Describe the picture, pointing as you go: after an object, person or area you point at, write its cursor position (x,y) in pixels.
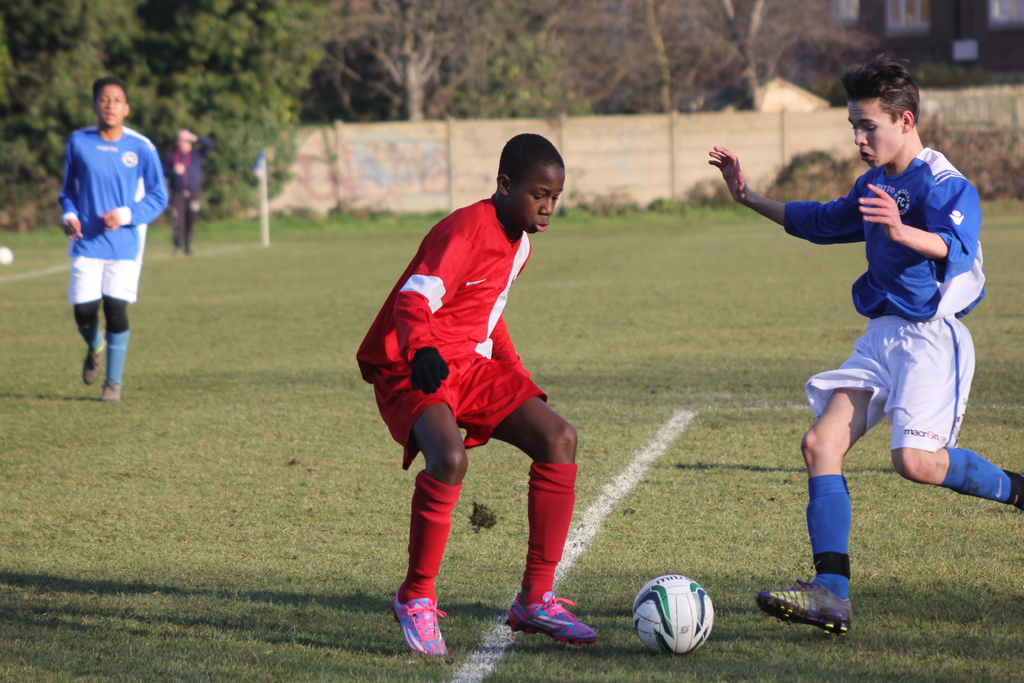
Here a boy (540,468) is playing the football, he wore a red color dress (504,320). In the right side (949,378) a boy (842,524) is running, he wore a blue color t-shirt (966,211) and in the long back side there is a wall (607,153), in the left side (264,92) there are trees (203,95).
